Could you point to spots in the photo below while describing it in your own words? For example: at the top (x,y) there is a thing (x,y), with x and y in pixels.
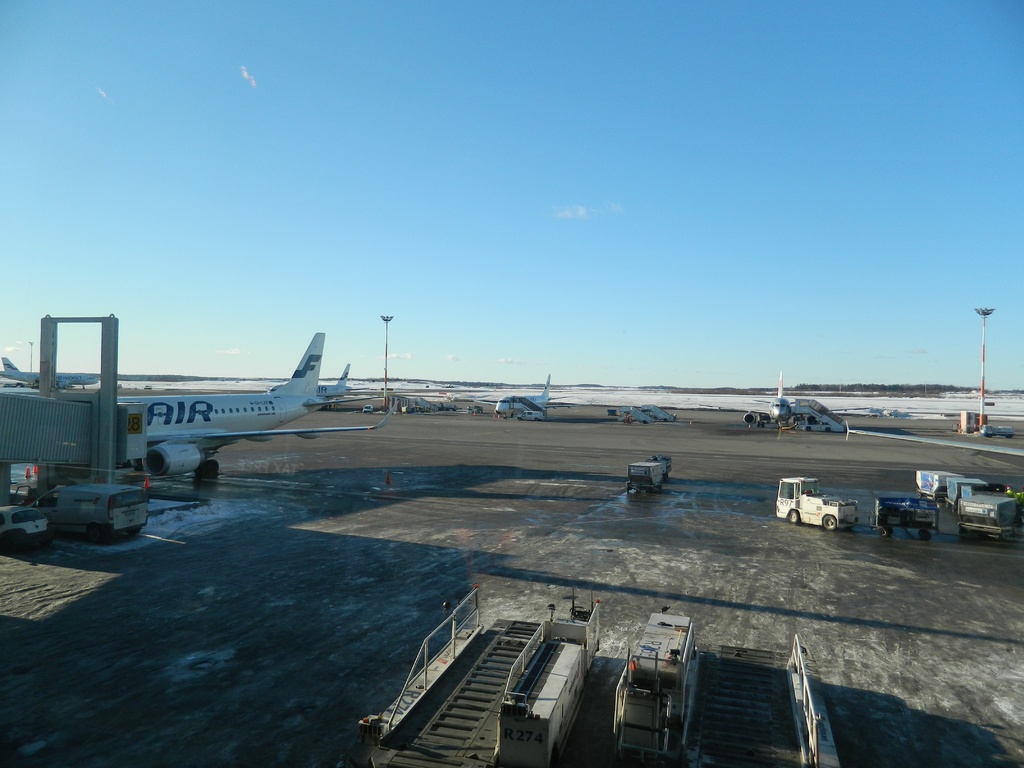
In this image I can see few vehicles (579,644) and I can also see few aircraft (833,409), light poles (981,389). In the background (873,376) I can see few trees (849,386) and the sky (573,258) is in blue color.
